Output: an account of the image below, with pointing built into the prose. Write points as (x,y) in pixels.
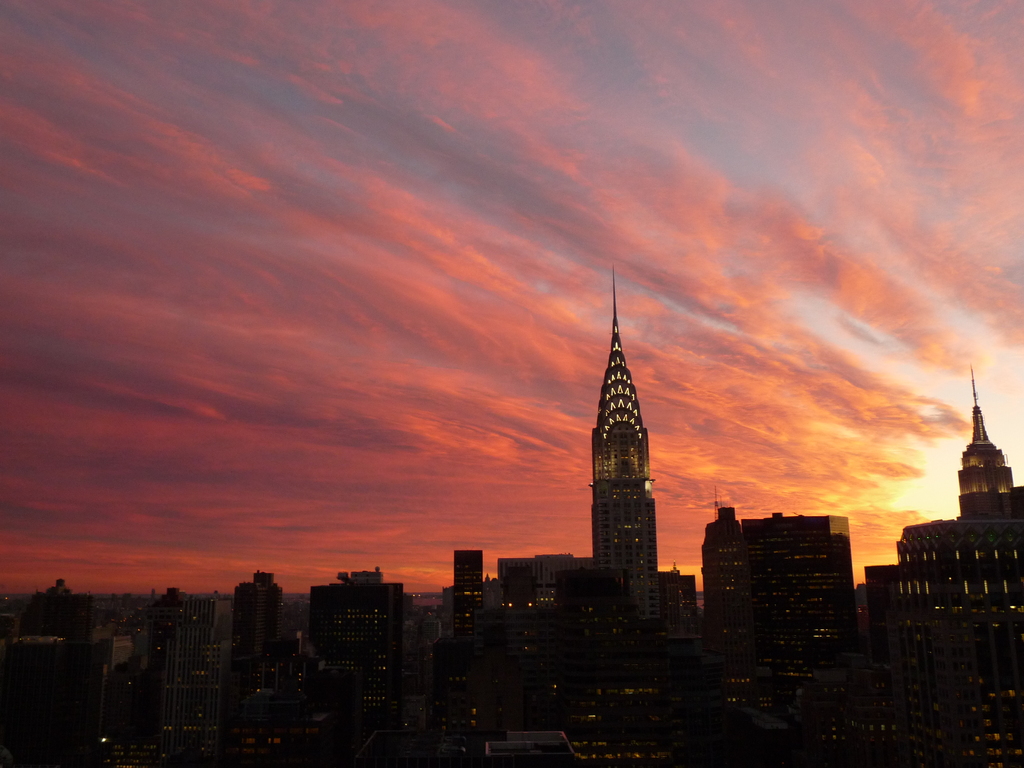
In the foreground of this image (522,583), there is a city (579,683) which includes buildings (546,606) and skyscrapers (610,457). On top (306,234), we see the sky (454,244) and the cloud (333,315).
